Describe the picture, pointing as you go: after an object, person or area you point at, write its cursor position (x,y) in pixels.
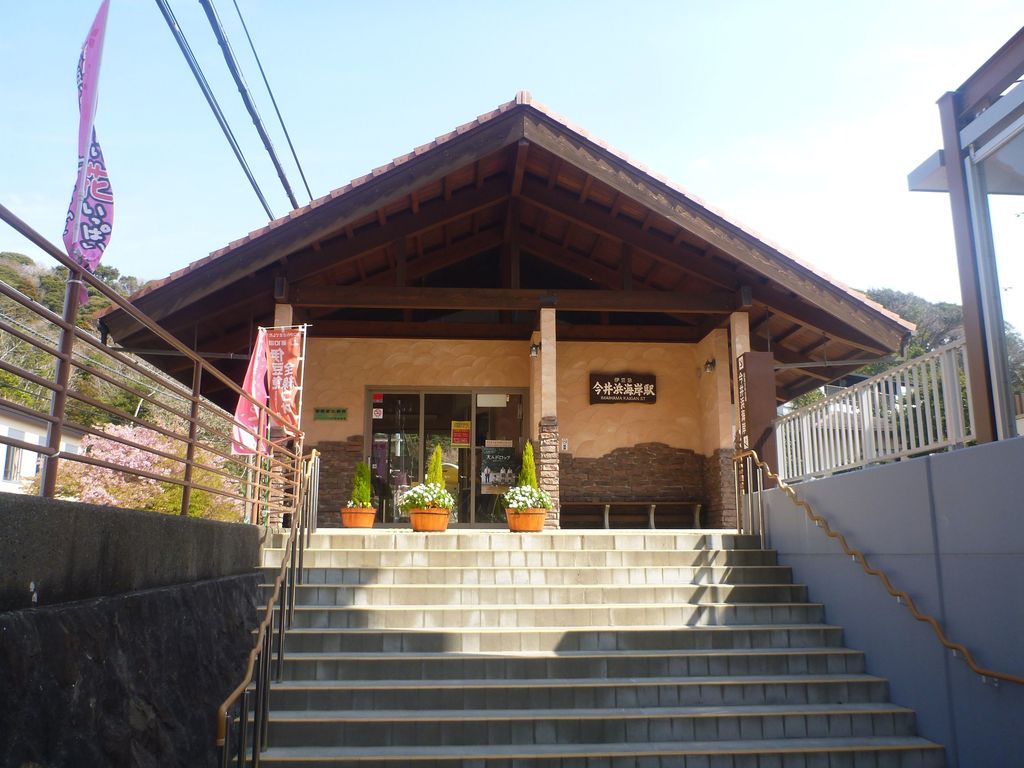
In this picture there is a house (650,447) in the center of the image (559,361) and there are stairs (480,576) at the bottom side of the image (595,675), there is a boundary (822,496) on the right (870,584) and left side of the image (69,757).
